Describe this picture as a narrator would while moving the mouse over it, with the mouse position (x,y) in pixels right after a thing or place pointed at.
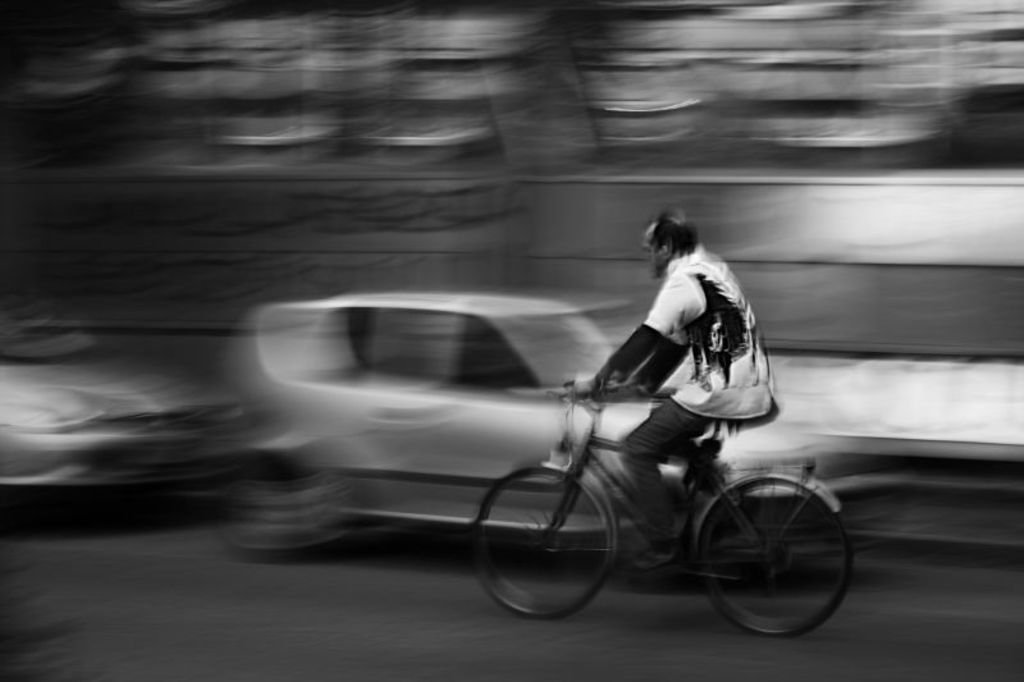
This is a black and white picture, there is a man (696,396) riding a bicycle (563,582) on a road (280,617). There are the vehicle (243,451) parking on a road (327,618). Background of this car (406,407) is blur.
